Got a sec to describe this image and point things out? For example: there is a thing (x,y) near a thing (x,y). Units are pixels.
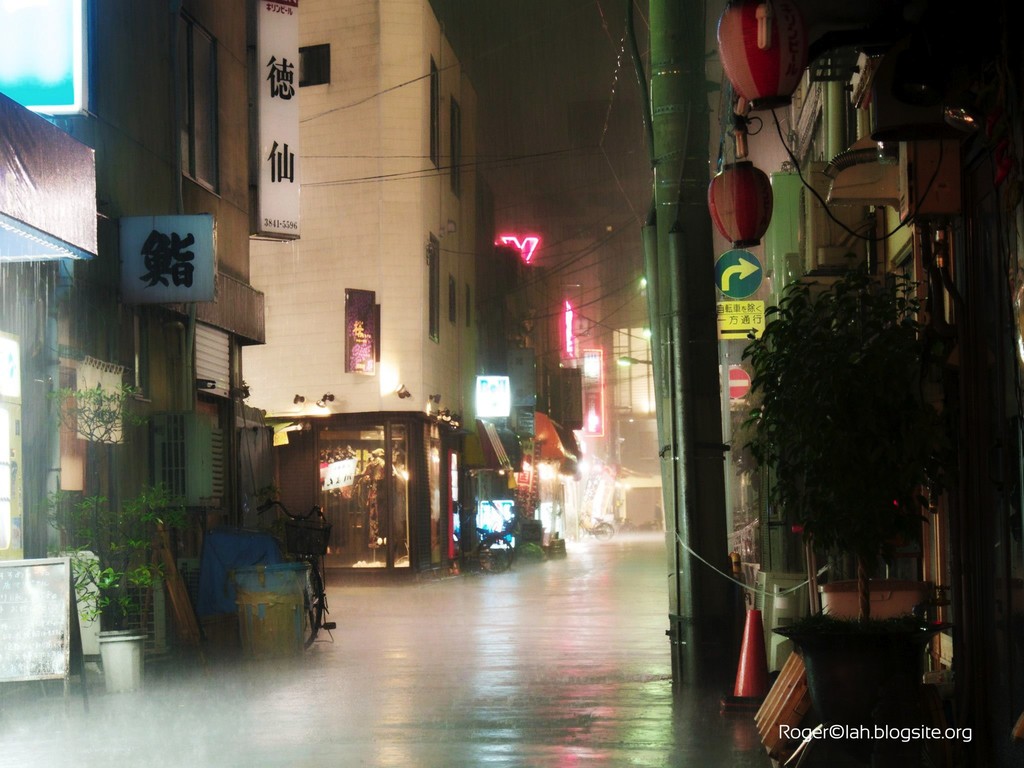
This picture is clicked in the city. On the right side (687,57), we see a flower pot (862,433), pole (702,77), lanterns (782,79) and buildings (779,299). On the left side (178,543), we see a flower pot (129,686), board (52,627), bicycle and building (341,506). In the background (622,462), we see buildings (612,451) and hoarding boards (596,363) with some text (596,378) written on it. At the top (527,64), we see the sky (486,123) and it is a rainy day.
